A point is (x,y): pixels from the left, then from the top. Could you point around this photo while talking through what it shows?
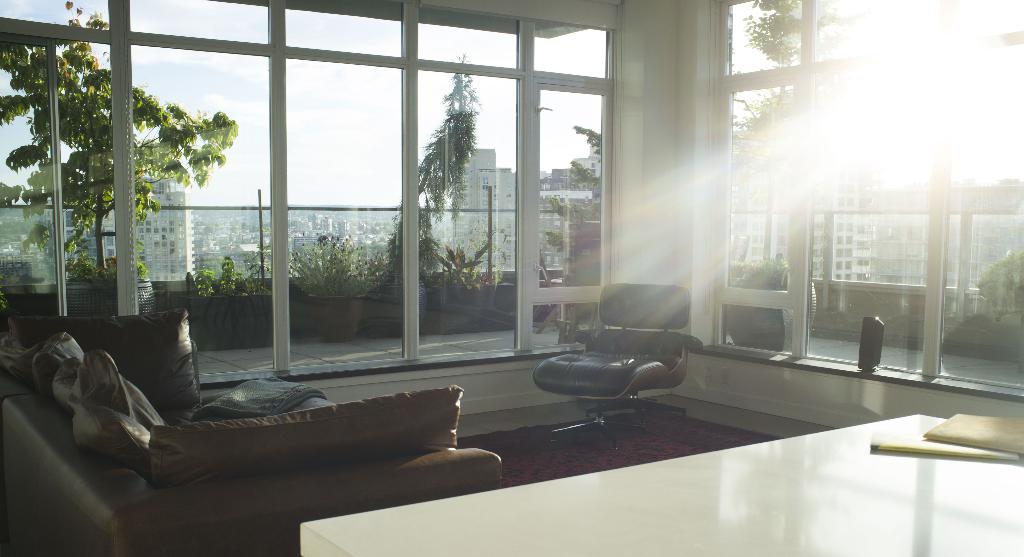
In this picture we can see a room (634,267) with sofa (253,426) pillows (190,379) on it, chair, table (889,420) and on table (885,488) we can see stick (904,450), book (948,435) and from window (233,87) we can see buildings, trees (212,167), flower pots (348,309).
